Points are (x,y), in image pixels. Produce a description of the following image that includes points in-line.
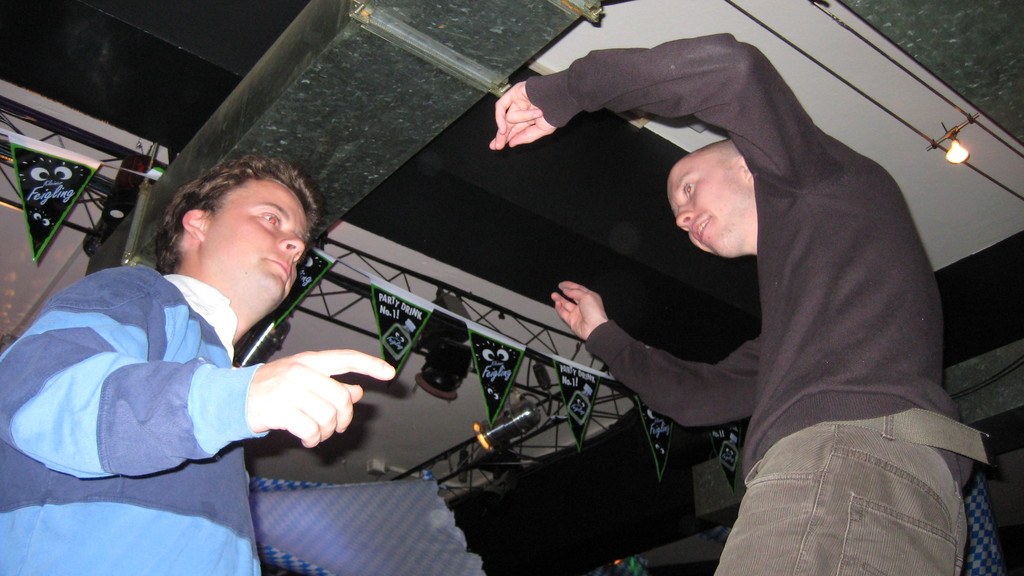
There are two men (824,395) standing. These are the banners (387,303), which are hanging. This is the roof (820,91). This looks like a cloth (398,518), which is hanging. I think this is the lighting truss (541,355).
